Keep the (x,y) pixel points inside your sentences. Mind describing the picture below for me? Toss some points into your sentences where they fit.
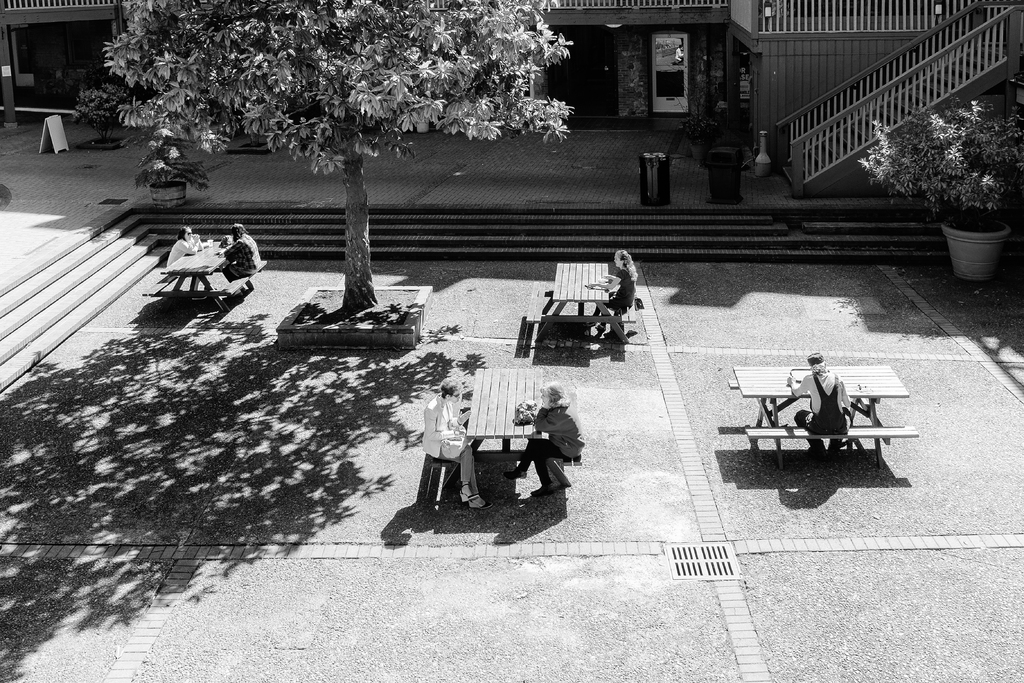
In this image i can see a group of people (438,421) who are sitting on a chair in front of the table (511,389) on the floor (536,524). Here we have a tree (347,81), stairs (871,88) and a plant (951,154).
